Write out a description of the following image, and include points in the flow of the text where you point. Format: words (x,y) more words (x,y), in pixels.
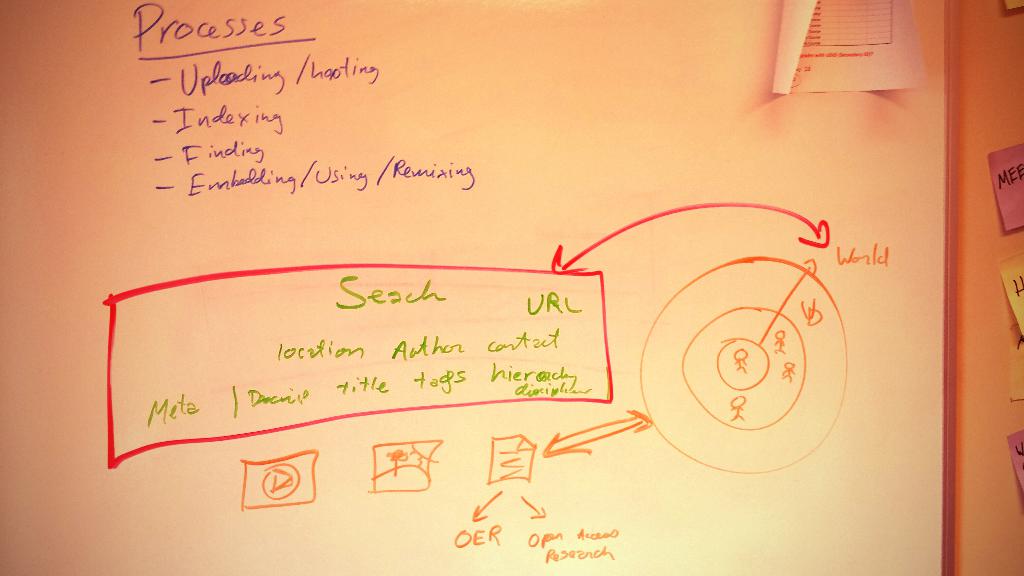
In this image there is a board (568,363) with some text (568,363) and there are a few papers (856,54) with some text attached to the wall (983,241).
